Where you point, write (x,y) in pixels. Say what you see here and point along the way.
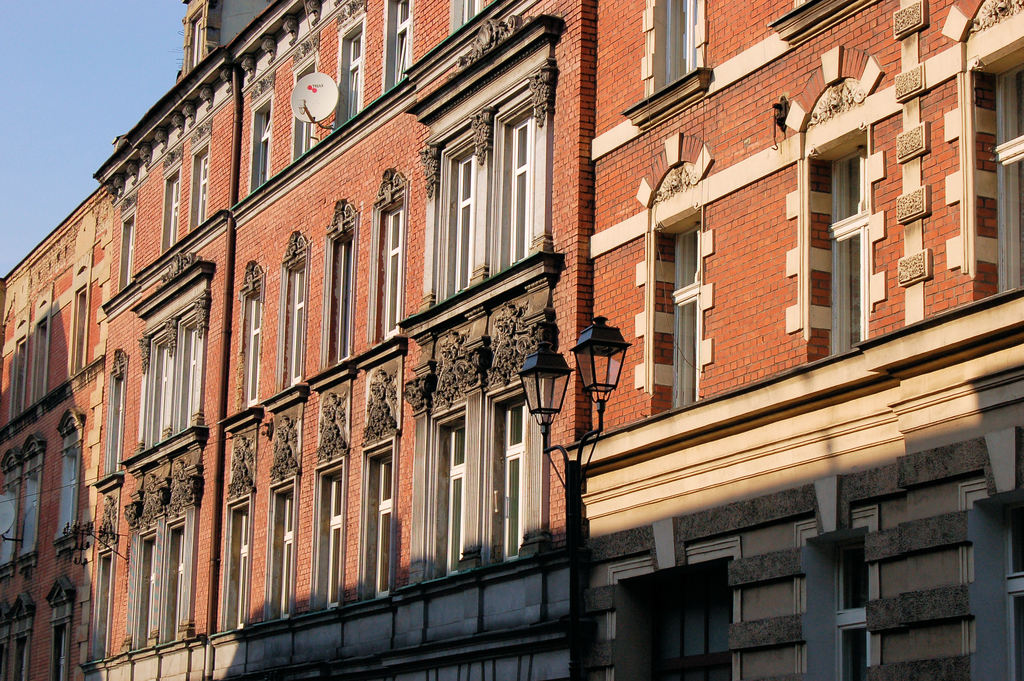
In this image I can see a pole (566,460) and few lights (605,340) in the front (617,354) and behind it I can see a building (281,344) and number of windows (468,251). On the top of the building (304,133) and on the left side (12,519) I can see few antennas (318,106). I can also see the sky (73,93) on the top left side of this image (93,96).
